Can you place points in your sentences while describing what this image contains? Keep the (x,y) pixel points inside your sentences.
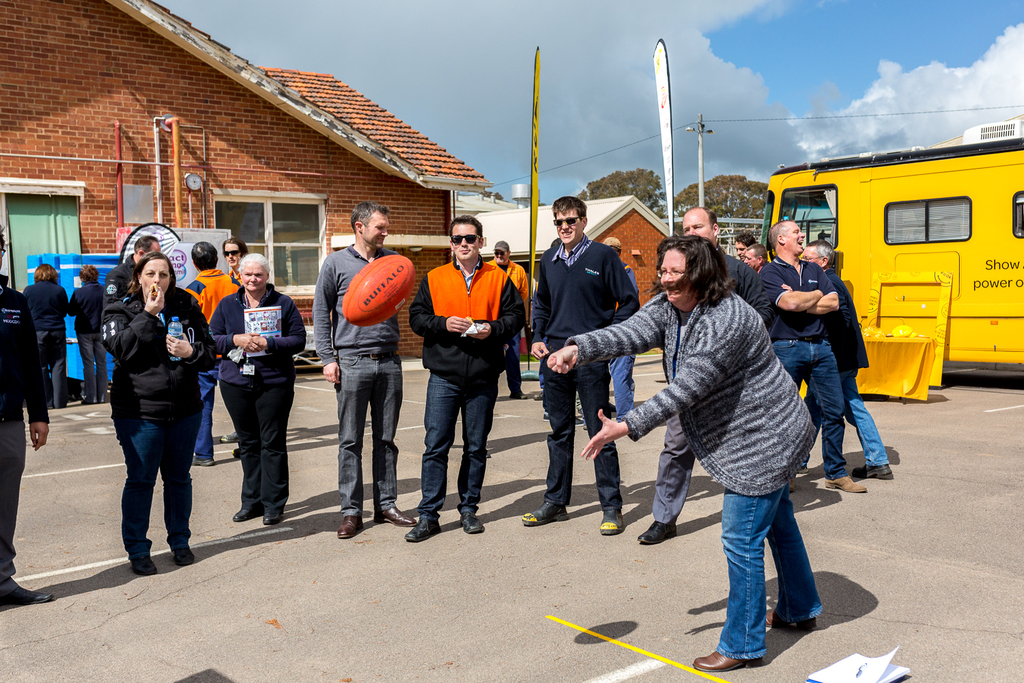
In the background (782,54) we can see a clear blue sky (782,54) with clouds (890,107), trees (726,195), houses (128,139). We can see objects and a yellow vehicle (975,263). Near to a vehicle (861,312) we can see a yellow cloth (907,382). We can see people (506,261) standing and a ball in the air. We can see a woman (151,350) is holding a bottle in her hand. On the road (847,550) we can see the shadows (839,579) and a book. On the right side of the picture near to a house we can see few poles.
